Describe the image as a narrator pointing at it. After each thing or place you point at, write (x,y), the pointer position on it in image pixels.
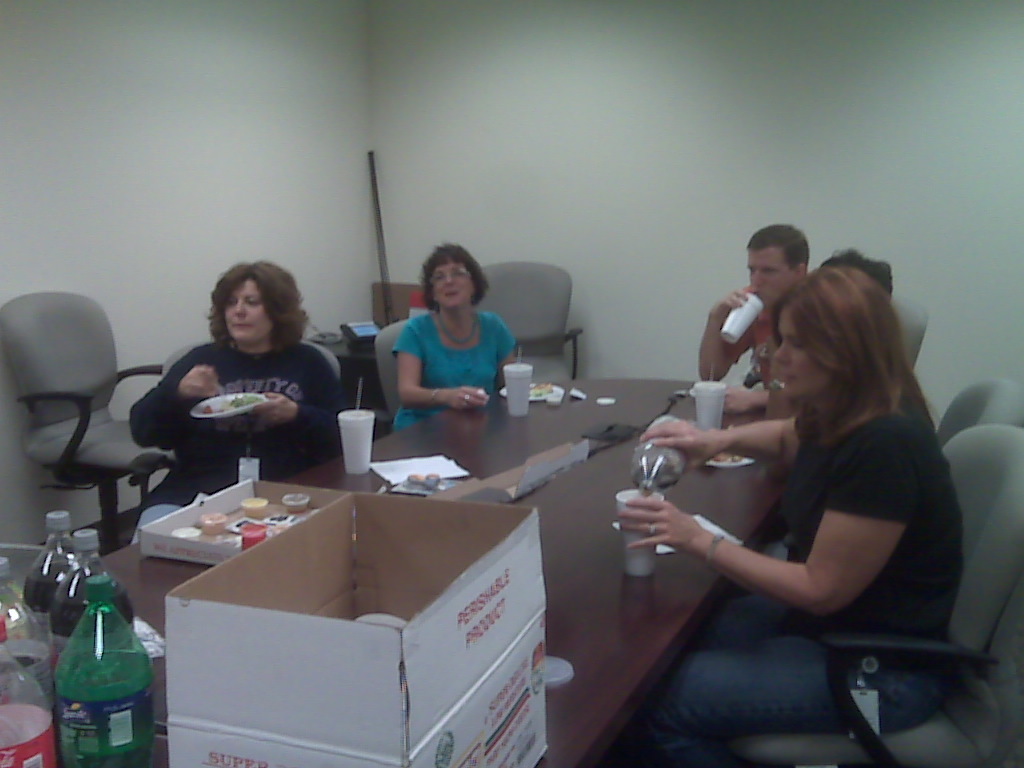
In this image I can see a group of people (322,397) are sitting on a chair (1007,523) in front of a table (482,463). On the table (483,423) I can see a box (365,594) and other objects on it.
